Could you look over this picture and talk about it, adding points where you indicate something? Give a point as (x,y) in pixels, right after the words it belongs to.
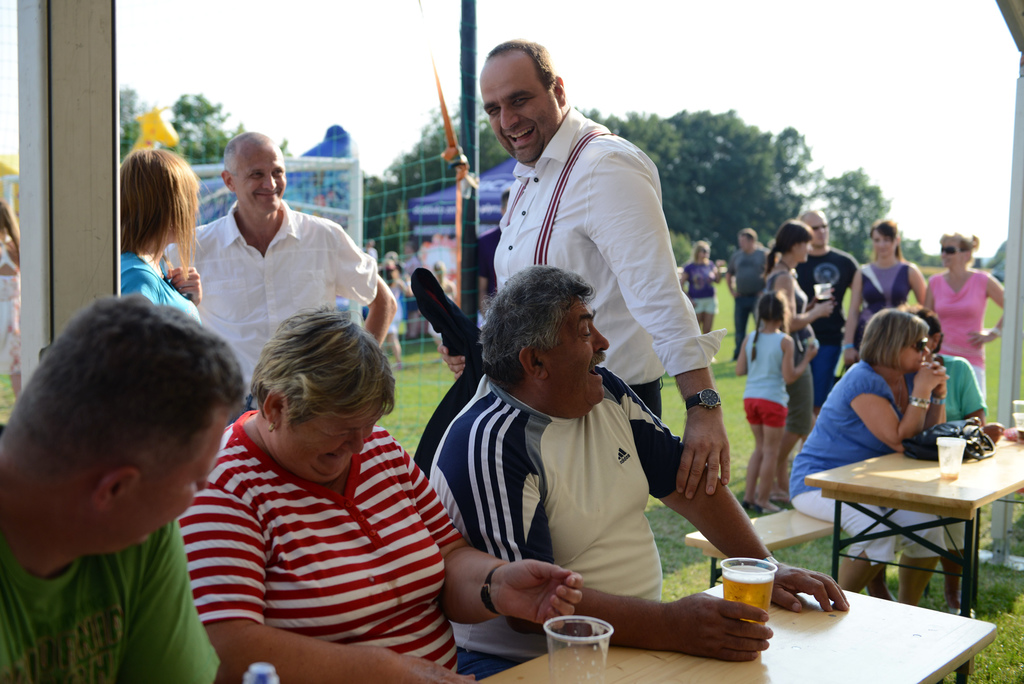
Here we can see a few people (11,558) and they are all smiling. This is a wooden table (820,676) where glasses (557,683) are kept it. In the background (741,253) we can see a few people (828,417), a tree (733,164) and a net (405,182).
